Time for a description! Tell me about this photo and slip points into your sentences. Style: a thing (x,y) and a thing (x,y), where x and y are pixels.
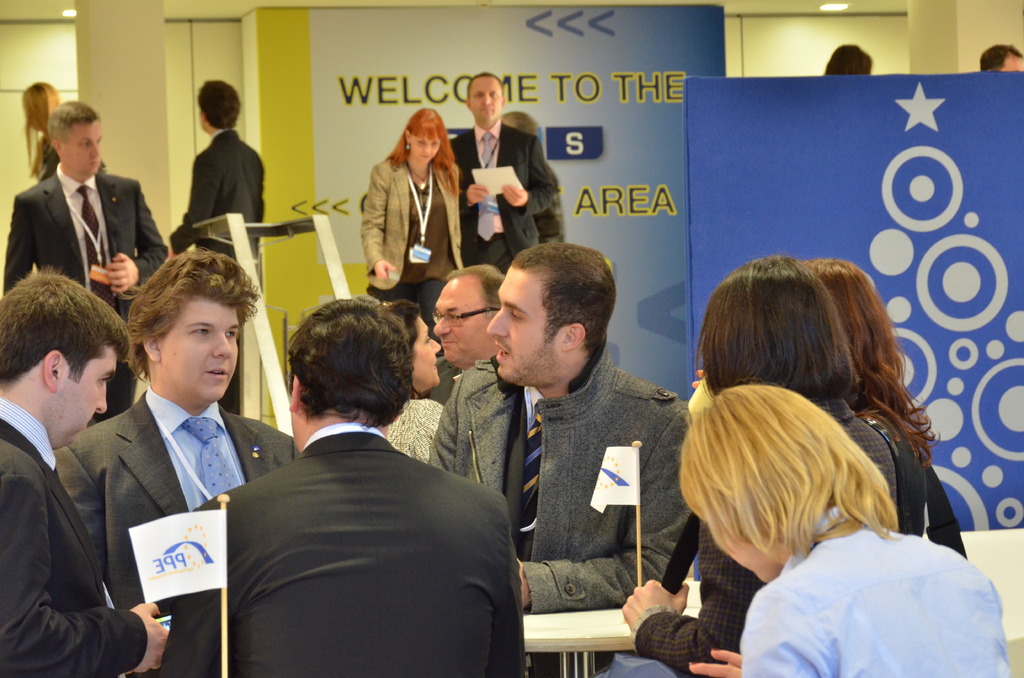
In this image I can see the group of people (213,384) with different color dresses (415,577). I can see one person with the specs (447,314). There is a table (616,613) in-front of few people (568,486). I can see one person (471,202) holding the paper (478,178). In the background (687,138) I can see many boards (626,97). I can also see the lights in the top (837,2).
